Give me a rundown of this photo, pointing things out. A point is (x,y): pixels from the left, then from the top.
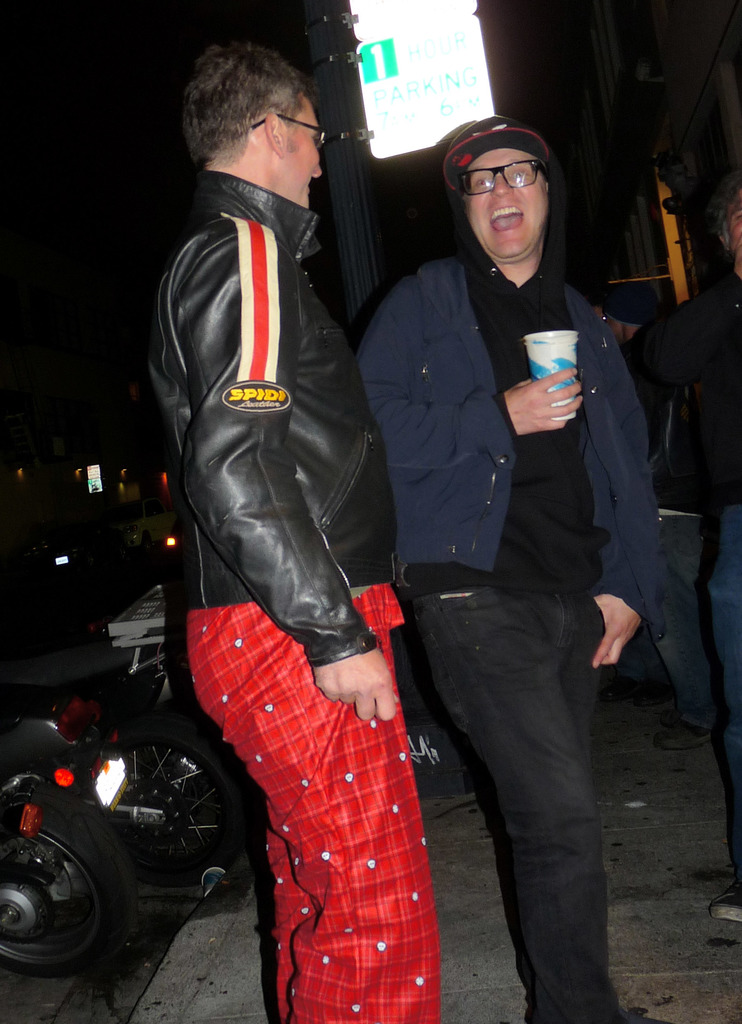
In this image I can see two persons (431,493) standing, the person (646,565) at right (646,565) is wearing blue and black color dress (558,565) and the person (370,568) at left (207,628) is wearing black and red color dress (304,709). Background (419,83) I can see few vehicles (233,784) and I can also see a light board (424,93) and the sky (113,157) is in black color.
